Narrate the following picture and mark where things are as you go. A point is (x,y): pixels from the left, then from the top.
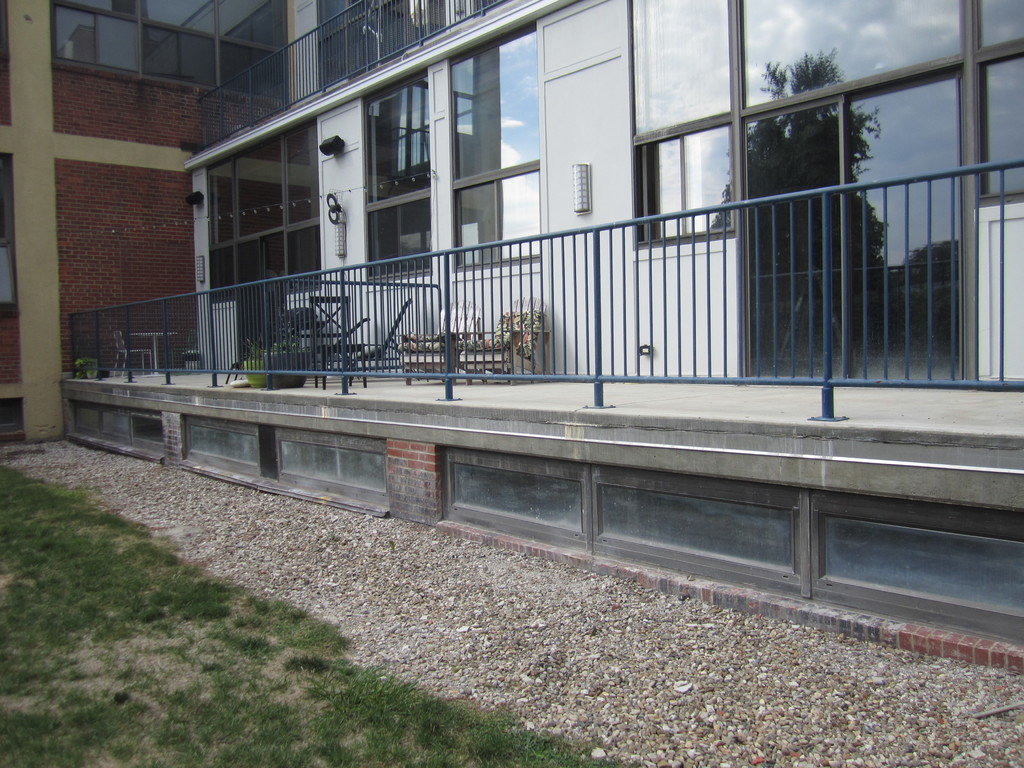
There are small pebbles (413,558) and grassland (253,640) in the foreground area of the image (359,579), there is a building (305,102) and chairs (333,344) in the background (584,261).
